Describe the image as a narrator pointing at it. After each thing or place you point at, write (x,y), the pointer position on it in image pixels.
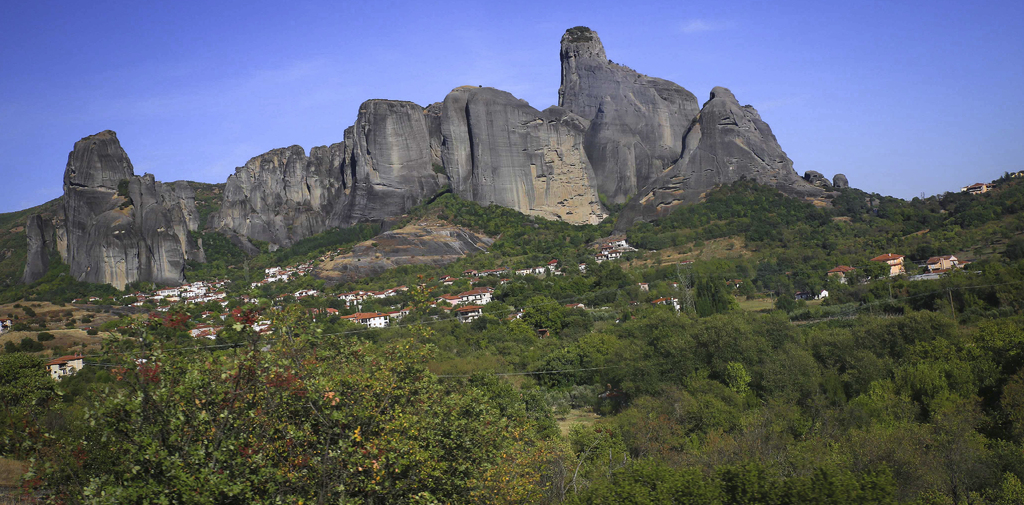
In this image there are some big rocks (274,213) under there are so many buildings (55,371) and trees (557,415) on the mountain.
